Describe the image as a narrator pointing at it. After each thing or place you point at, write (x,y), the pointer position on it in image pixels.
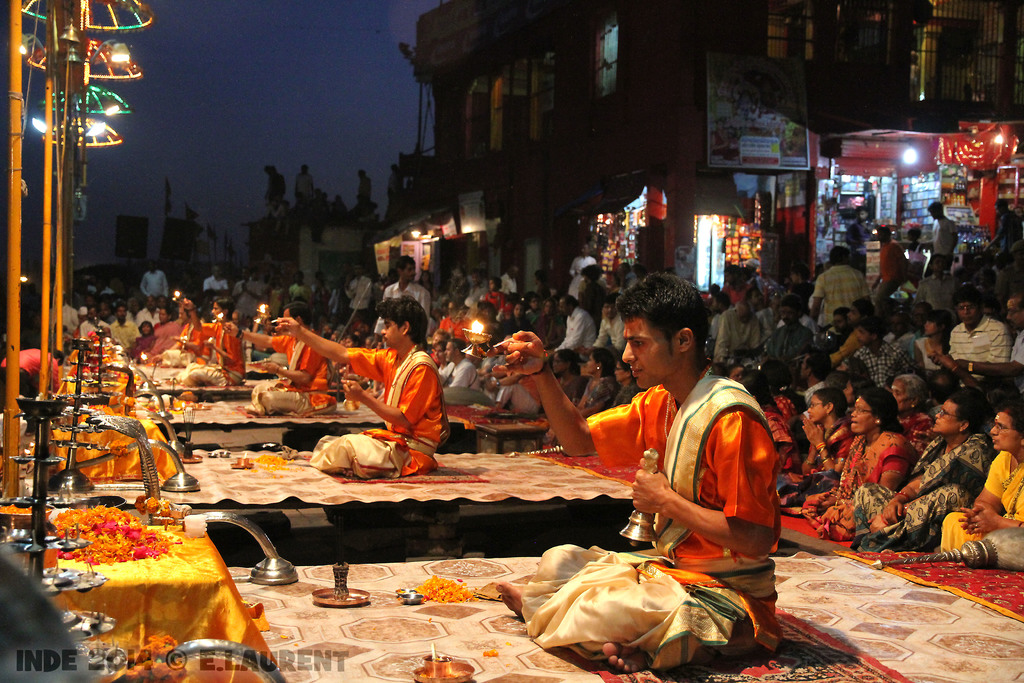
This is the picture of a place where we have some people (537,630) sitting on the floor (289,624) and around there are some other things (225,645) like flowers (136,525), buildings (655,178), shops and some other things (166,456).
